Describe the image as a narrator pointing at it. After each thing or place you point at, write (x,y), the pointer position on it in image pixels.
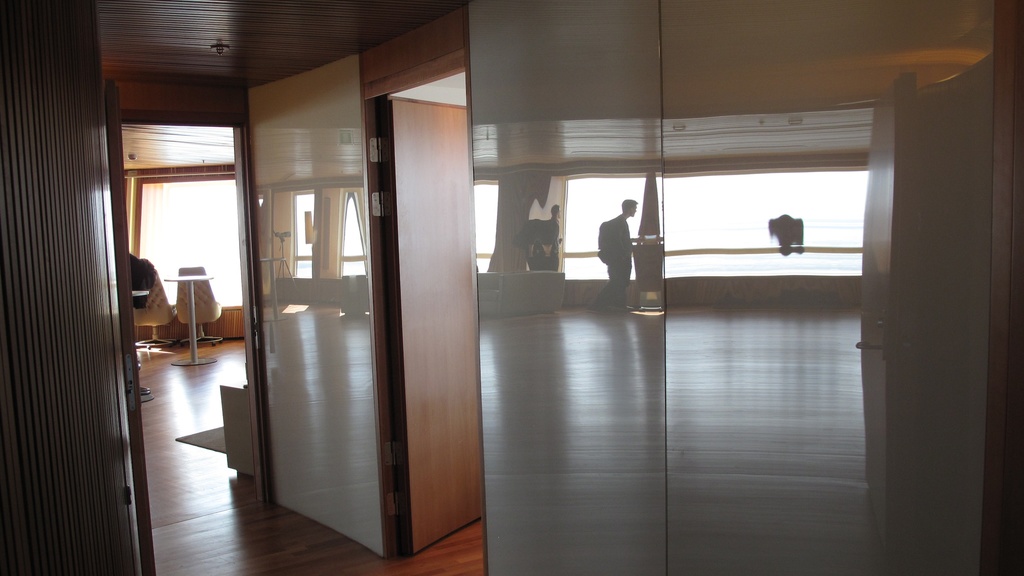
This is the internal structure (267,132) of the building (175,163). As we can see the chair (188,303) and person (611,249) standing here.
